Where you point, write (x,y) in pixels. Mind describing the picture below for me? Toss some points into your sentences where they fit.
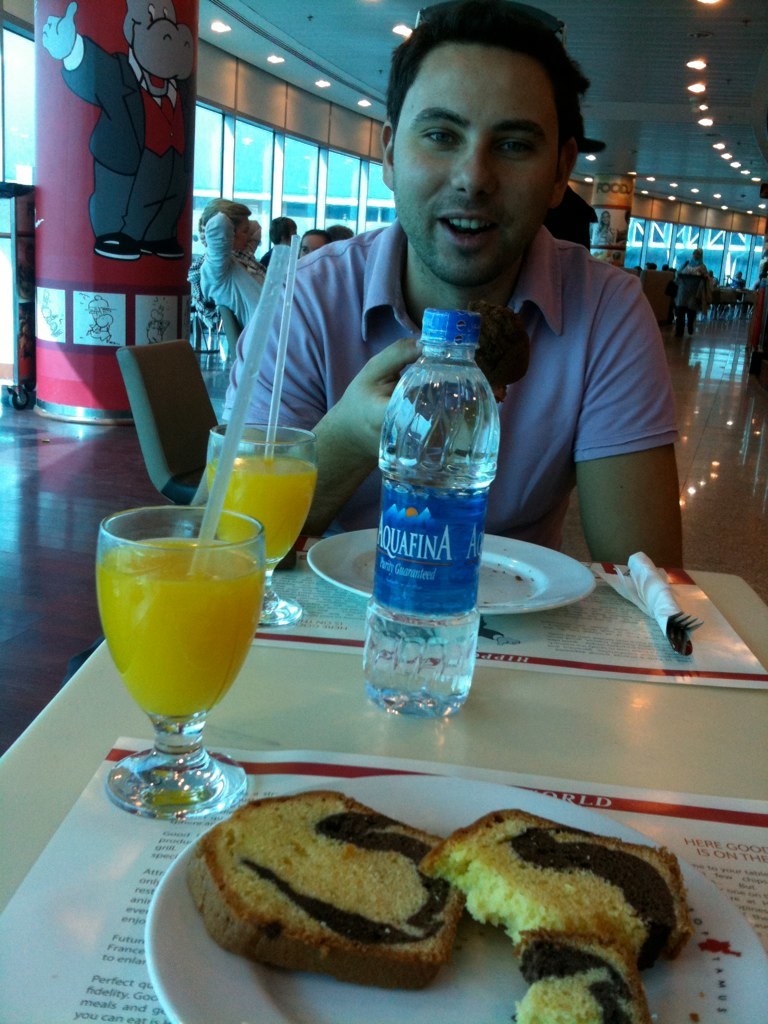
The person (321,334) wearing pink shirt (321,334) is eating something and there is a table (565,575) in front of him which consists of a water bottle (412,551), juice (224,598) and a bread (361,884) and group of people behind him.
